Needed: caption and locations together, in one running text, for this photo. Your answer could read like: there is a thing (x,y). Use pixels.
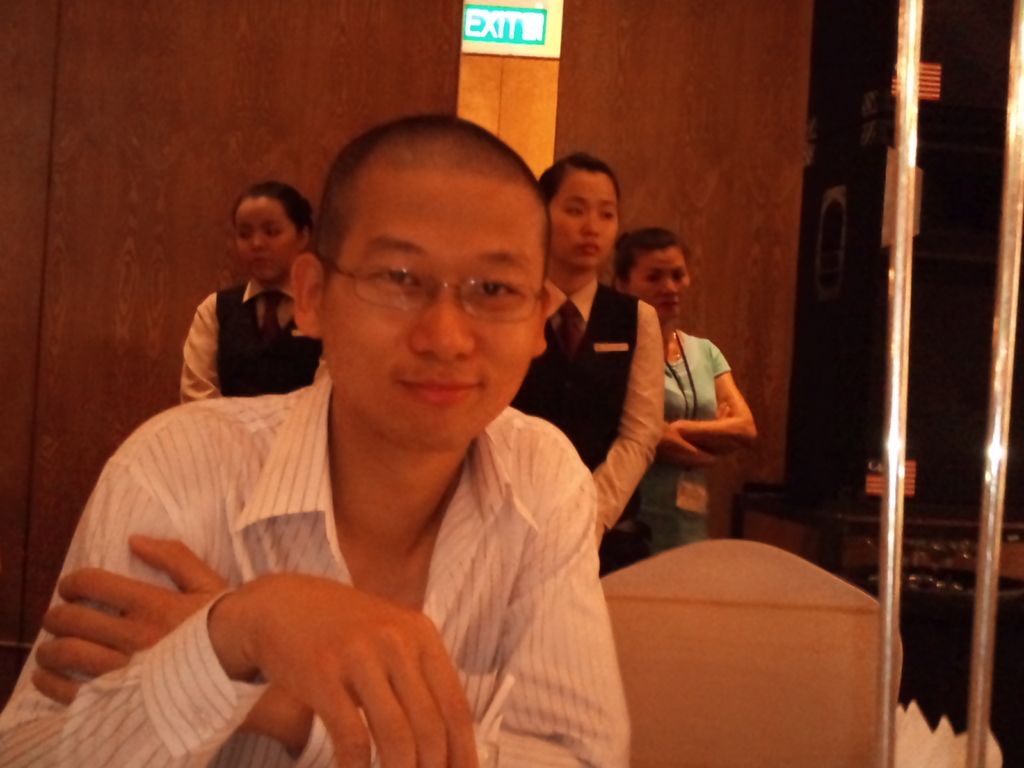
In the image there is a man (363,574) with spectacles (370,302). Behind him there are three ladies (565,258) standing. Behind the ladies (579,258) there is a door (726,99) and also there is a sign board (534,35). On the right side of the image (911,227) there are rods (894,477). Behind the rods (897,535) there is a black background (966,474).
